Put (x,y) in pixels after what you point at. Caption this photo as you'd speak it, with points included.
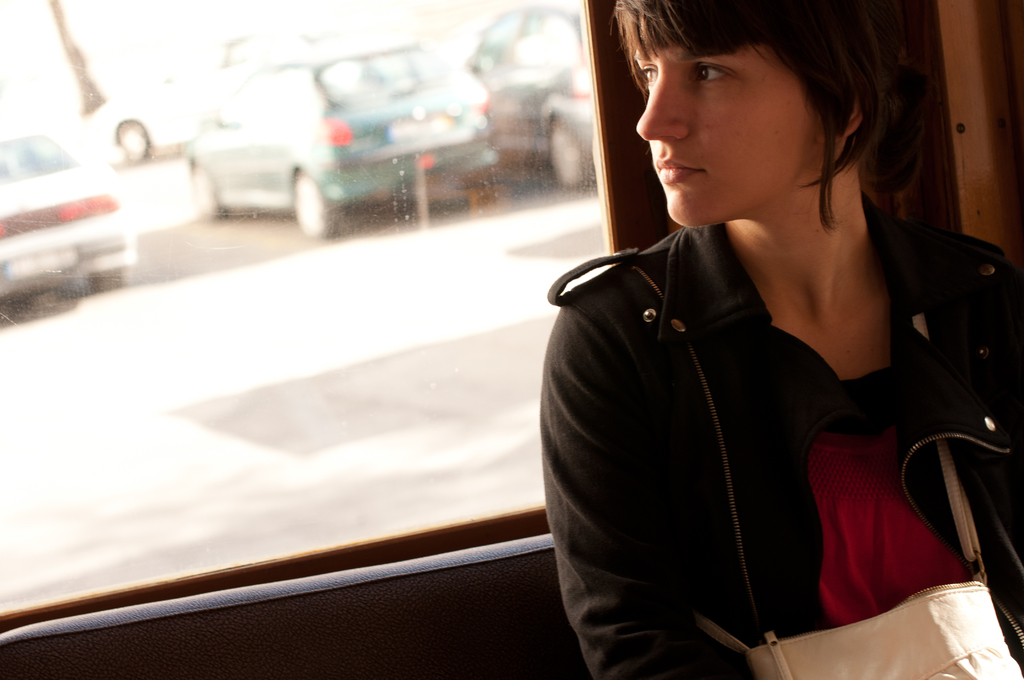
The woman (944,358) in black jacket (732,478) is highlighted in this picture. From this window (486,237) we can able to see a vehicles (23,213) on road (411,305).
